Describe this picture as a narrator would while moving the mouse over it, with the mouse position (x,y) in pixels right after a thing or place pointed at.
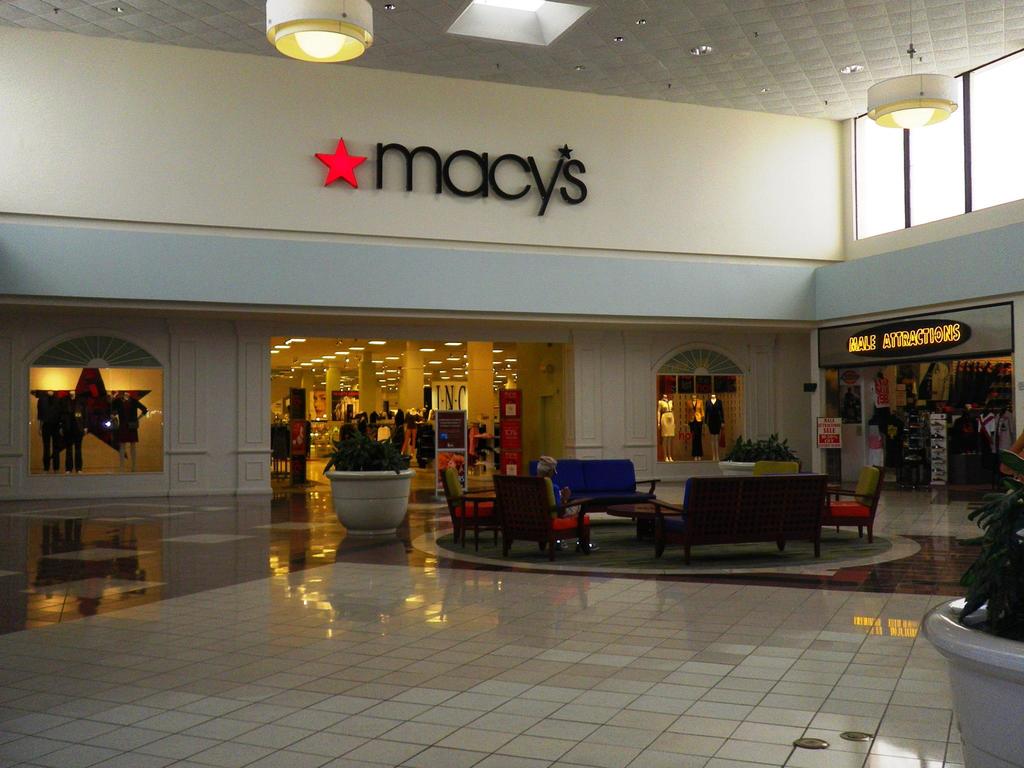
In this image we can see a inside view of a building (451,723). In the middle of the image (532,485) we can see group of sofas (496,523). One person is sitting on a sofa (540,504). To the right side of the image (878,389) we can see several items (941,428) placed in a rack (923,455). In the background (364,466) we can see group of plants (386,467), lights (317,12) and window (964,156).
